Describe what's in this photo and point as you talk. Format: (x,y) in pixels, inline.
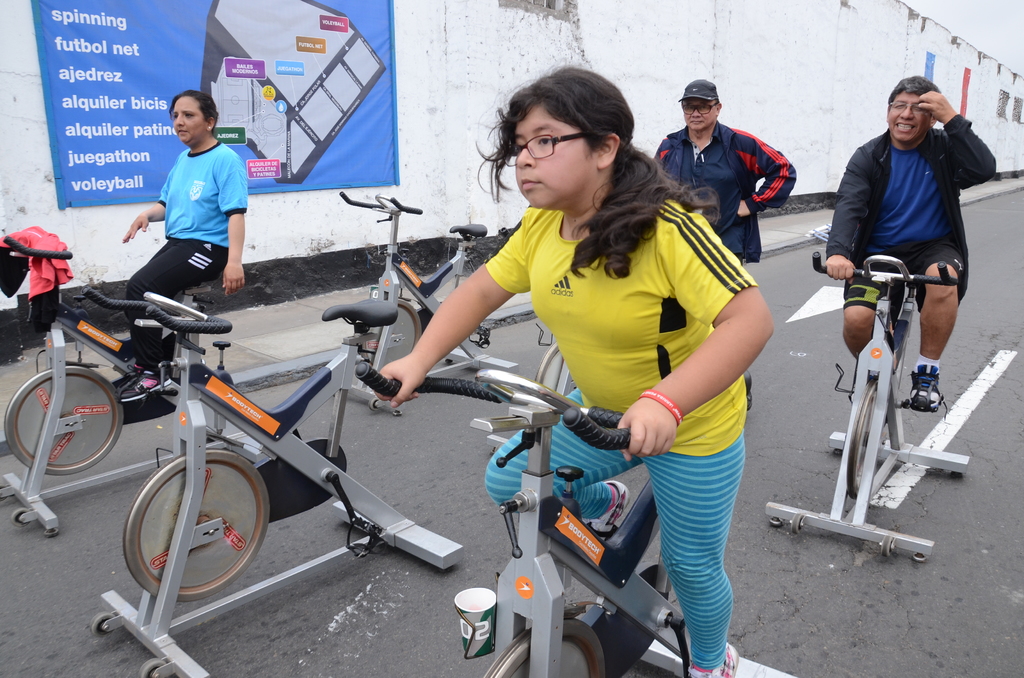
In this picture we can see there are three people (213,231) riding the stationary bicycles (871,411) and the stationary bicycles (886,405) are on the road (750,532). Behind the three people (705,237), it looks like a person (703,166) is standing. On the left side of the people (689,306) there is a banner (327,69) on the wall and on the stationary bicycle (45,351) there is a jacket (42,263).
